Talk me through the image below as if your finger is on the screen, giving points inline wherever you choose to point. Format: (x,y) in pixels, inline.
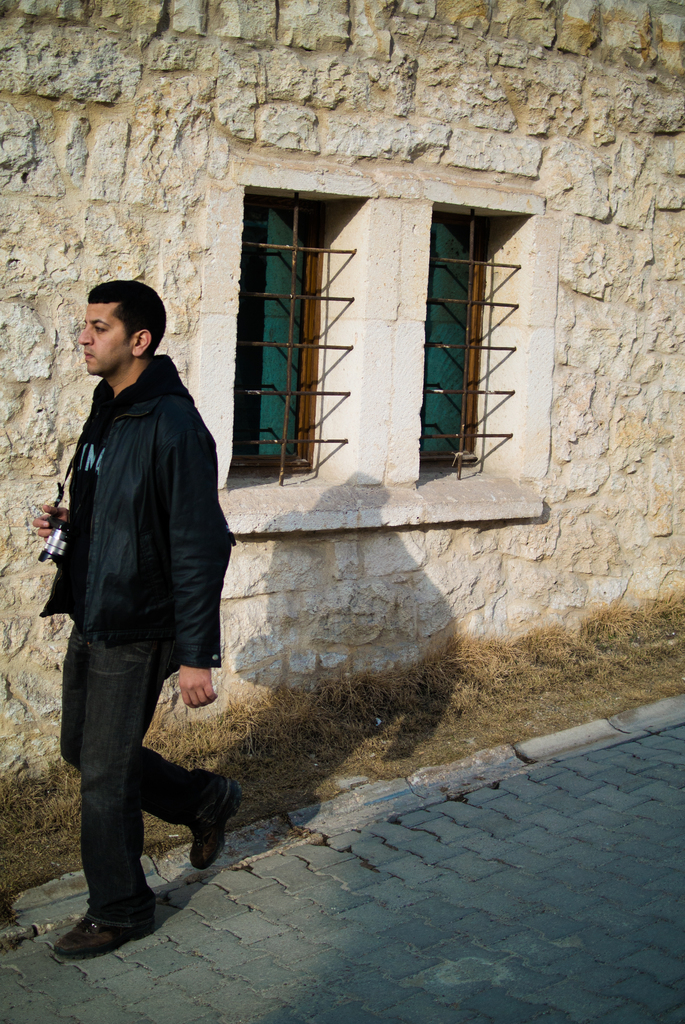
In this image I can see on the left side (123,519) a man (195,690) is walking, he wears a black color coat (170,608), trouser (129,775), shoes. In the middle (304,484) there are windows (427,330) on the stone wall (513,519).
